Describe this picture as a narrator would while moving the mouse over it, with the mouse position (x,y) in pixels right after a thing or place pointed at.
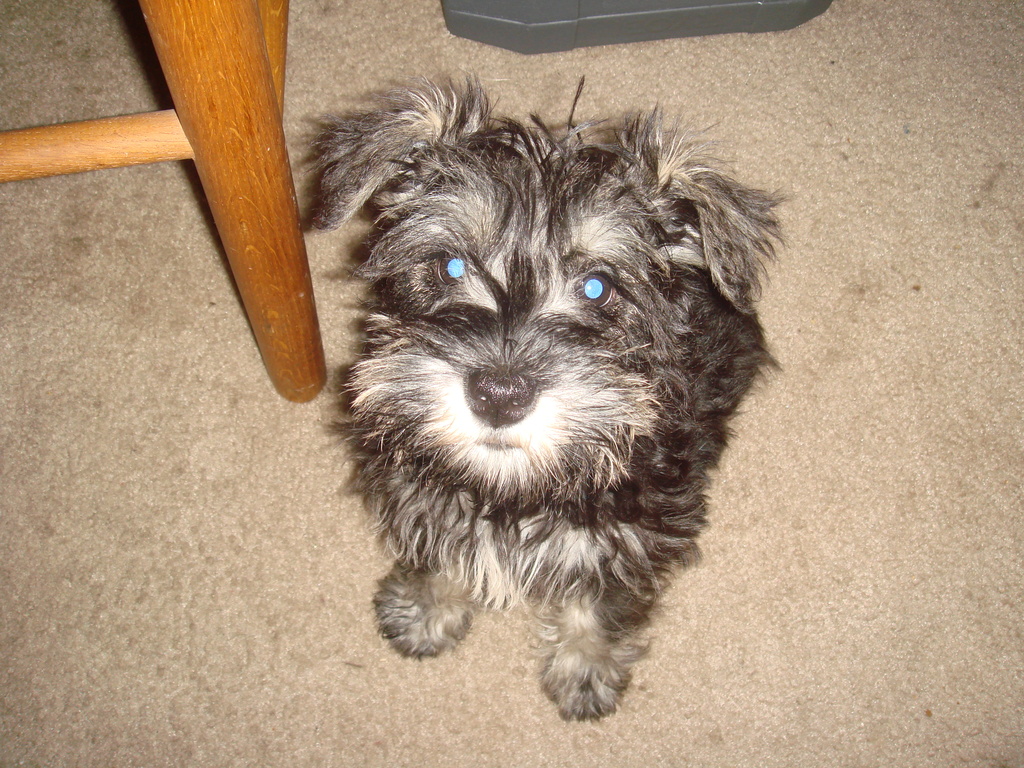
In the center of the image (441,435), we can see a dog (544,335) on the floor (34,435) and in the background (498,18), we can see some objects (213,164).
